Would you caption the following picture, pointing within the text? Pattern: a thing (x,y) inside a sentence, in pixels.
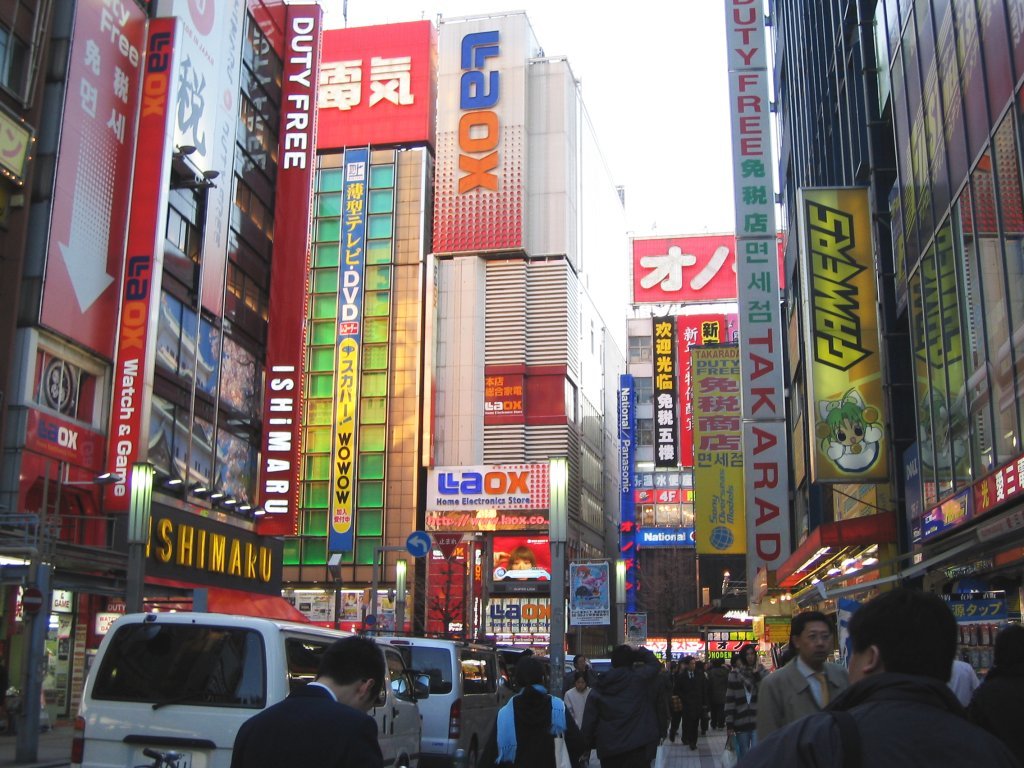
In this image at the bottom (844,732) we can see vehicles (215,764) and few persons (573,753). In the background (769,395) there are buildings (409,307), windows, hoardings (257,559), lights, objects (563,653) and the sky (609,121).
